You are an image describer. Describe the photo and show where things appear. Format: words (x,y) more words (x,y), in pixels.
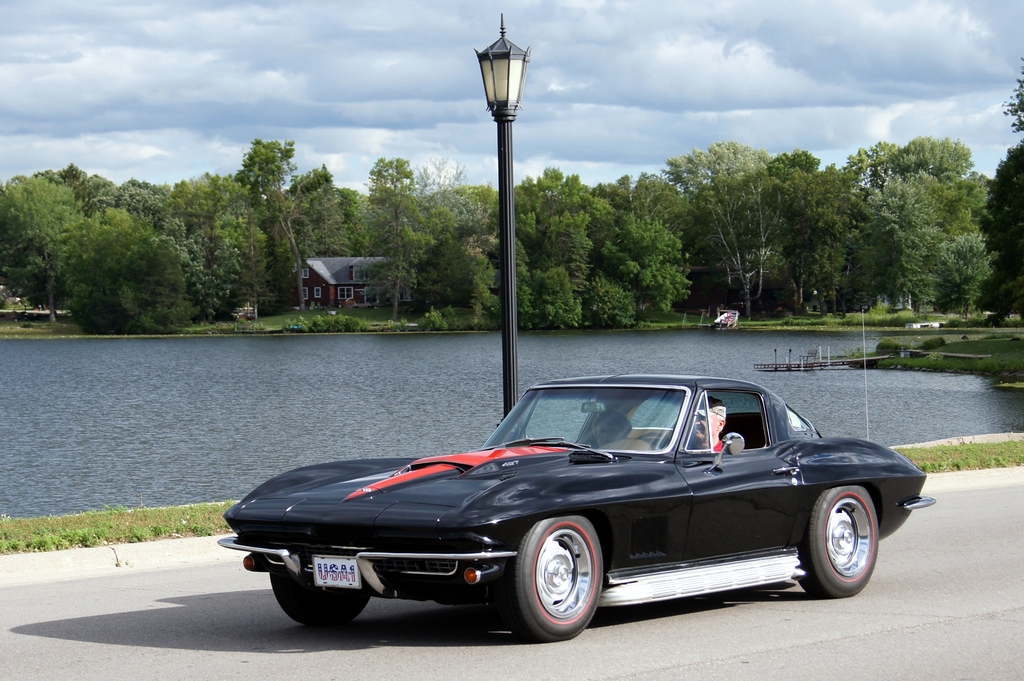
In this image there is a car (673,530) on the road (1001,584) and we can see a person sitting in the car (662,578). In the background (334,457) there is water (499,383) and we can see a pole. There is a shed (326,303) and we can see trees (528,179). At the top (575,86) there is sky (562,78).
